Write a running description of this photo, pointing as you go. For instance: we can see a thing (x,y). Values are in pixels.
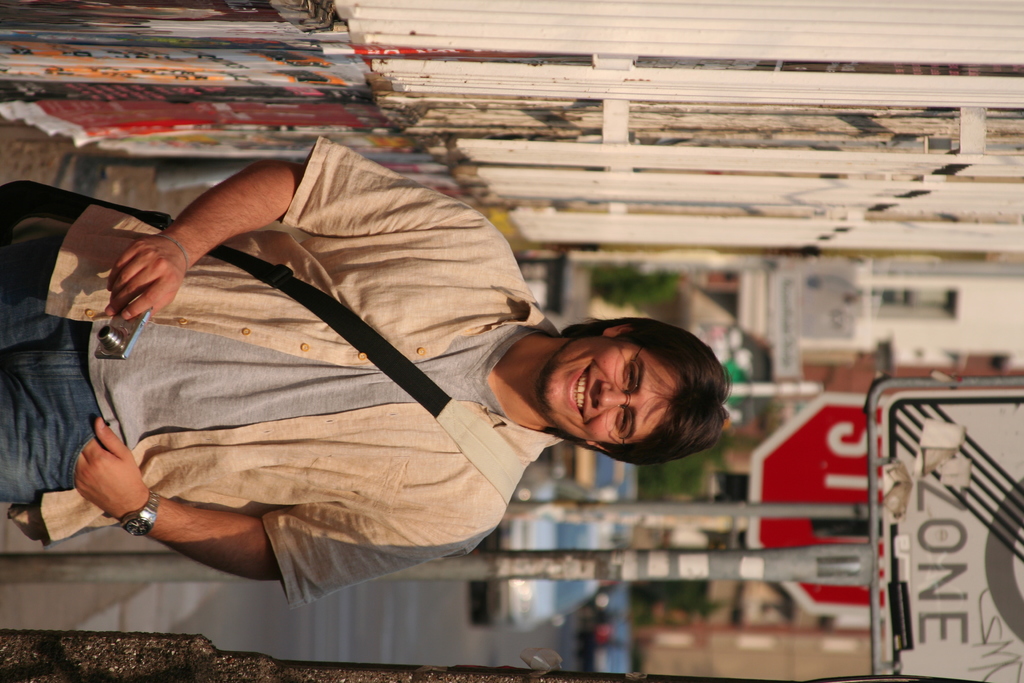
In this image there is a person (344,378) standing, there is a person (328,393) holding a camera (126,338), a person (163,350) is wearing a bag (248,268), there is a pole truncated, there is a sign board (917,504), there are vehicles (565,602) on the road (412,623), towards the right of the image (961,320) there is a wall (966,315), towards the top of the image (615,116) there is a wall (660,143).
